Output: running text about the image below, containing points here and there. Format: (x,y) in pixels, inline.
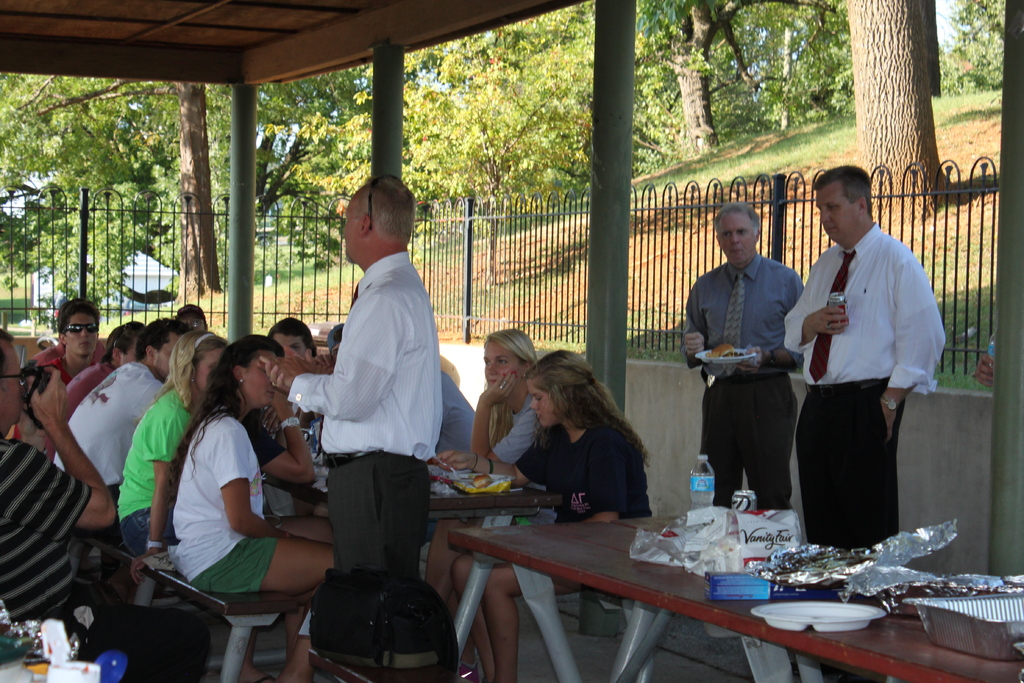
Here we can see some persons (635,488) are sitting on the benches (273,602). This is table (623,577). On the table (654,571) there is a bottle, covers (726,527), and plates (825,620). Here we can see three persons (755,297) are standing on the floor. This is fence (545,297) and there are trees (687,137). And this is grass (809,139).
